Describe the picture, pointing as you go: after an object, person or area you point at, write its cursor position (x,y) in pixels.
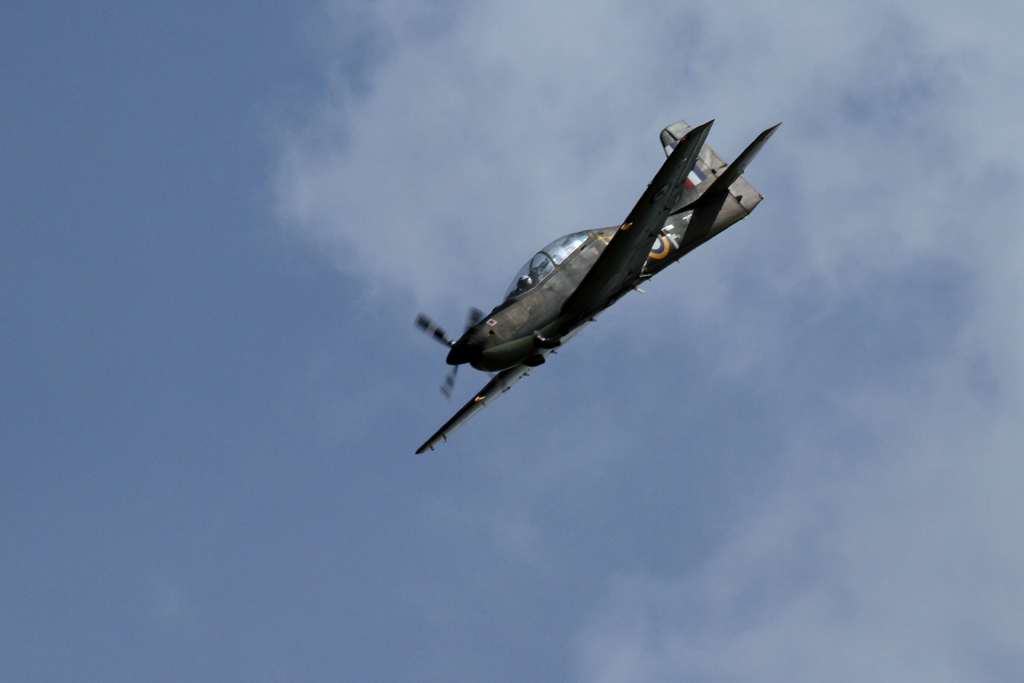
In this picture there is a man (519,288) who is wearing helmet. He is sitting inside the plane (547,302). In the back (374,218) we can see sky (361,260) and clouds (313,230).
